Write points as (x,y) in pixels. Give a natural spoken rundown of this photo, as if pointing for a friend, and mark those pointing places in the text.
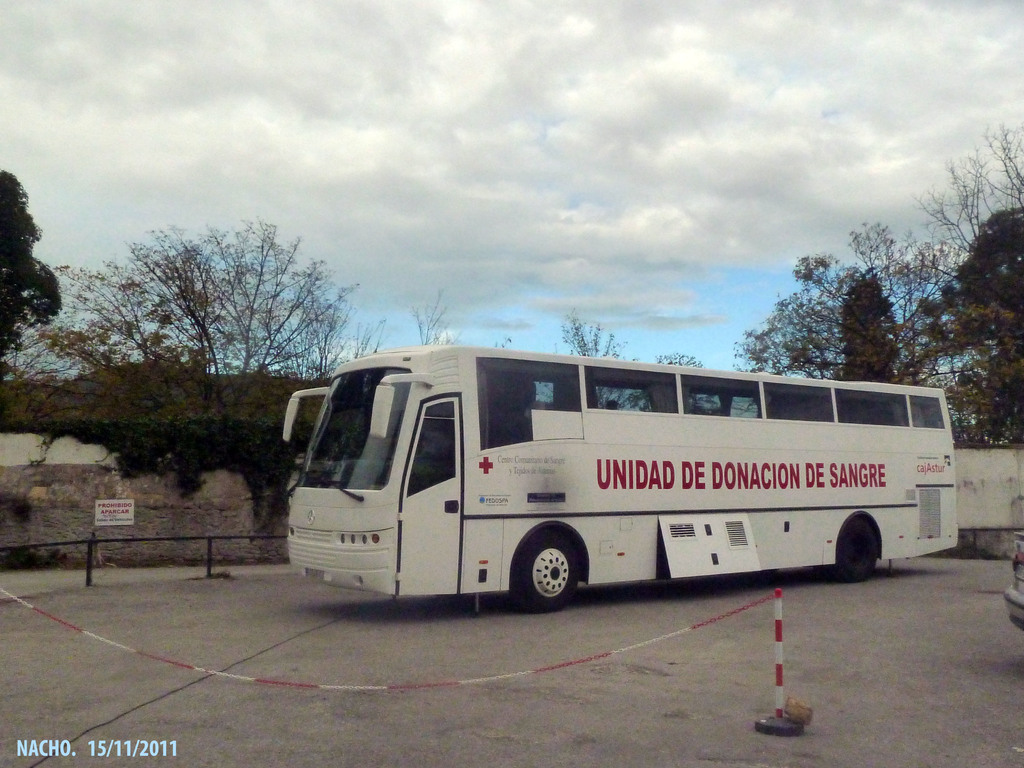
In this image we can see a bus (393,465) with some text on it which is on the road (424,667). We can also see a pole (778,693) with a chain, a wall (156,561), fence (134,540), a board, a group of trees (207,411), plants (214,430) and the sky (617,236) which looks cloudy.
